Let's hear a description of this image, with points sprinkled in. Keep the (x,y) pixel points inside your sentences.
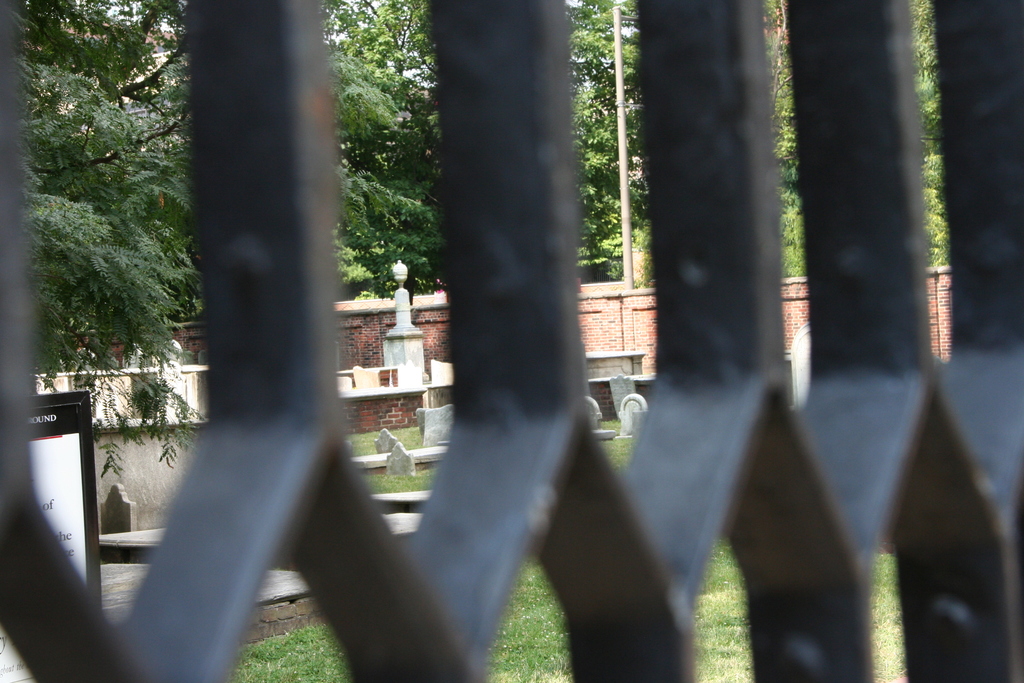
In this picture we can see grass (538,647) at the bottom (553,623), in the background (588,167) there are some trees (630,176) and a wall (590,297), on the left side (75,513) there is a board (58,473), we can see grills (678,439) in the front (678,439), there is a pole (627,178) here.
